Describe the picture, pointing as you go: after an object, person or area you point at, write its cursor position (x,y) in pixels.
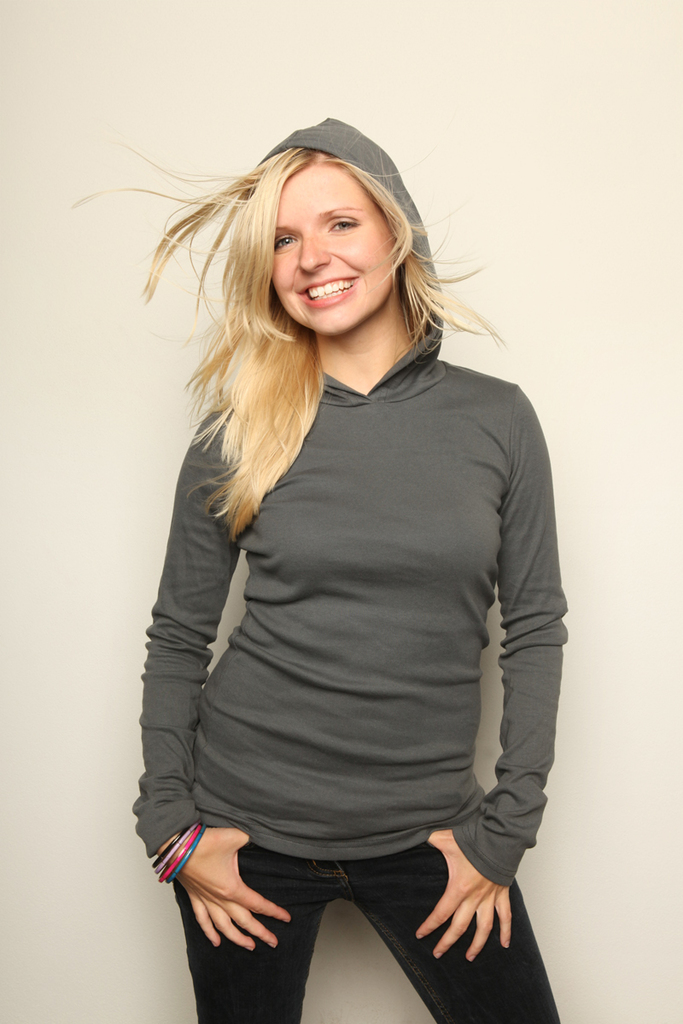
In this image we can see a lady person (298,358) wearing grey color hoodie (298,577), black color pant (294,871) standing and posing for a photograph.
